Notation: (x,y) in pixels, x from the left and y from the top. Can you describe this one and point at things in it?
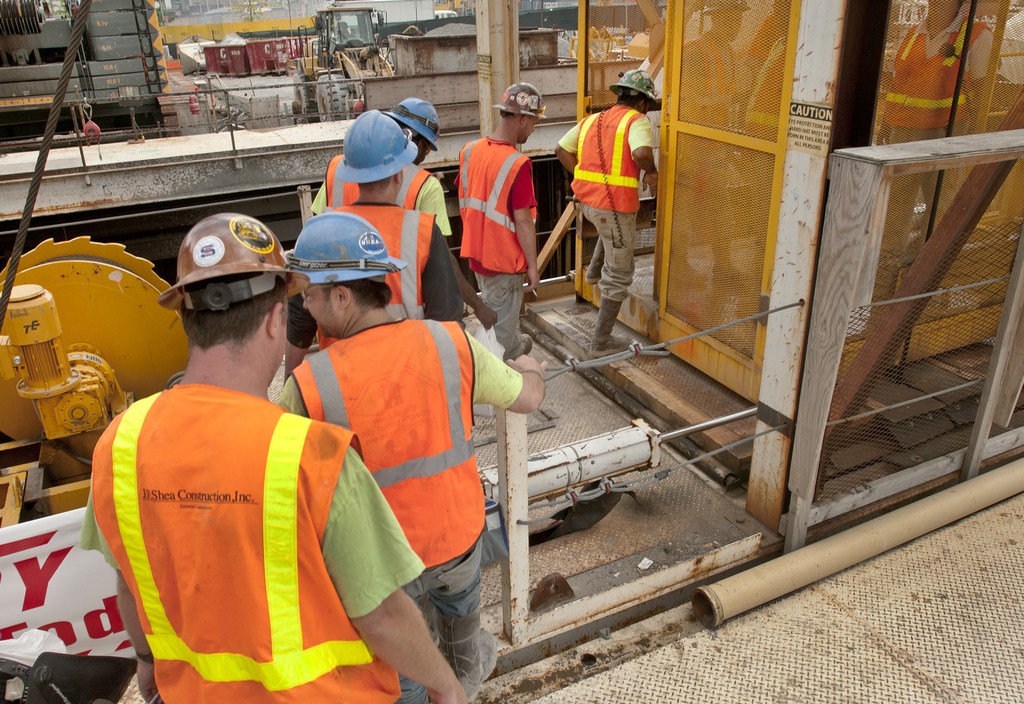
In this image we can see few people (482,217) wearing helmets (510,98). There are pipes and mesh walls (781,153). And there is an iron rope (1,316). And there is a machine (97,357). And there is a white board (49,574) with something written. In the back (202,80) there is a vehicle (331,29) and there are many other things (395,43).
